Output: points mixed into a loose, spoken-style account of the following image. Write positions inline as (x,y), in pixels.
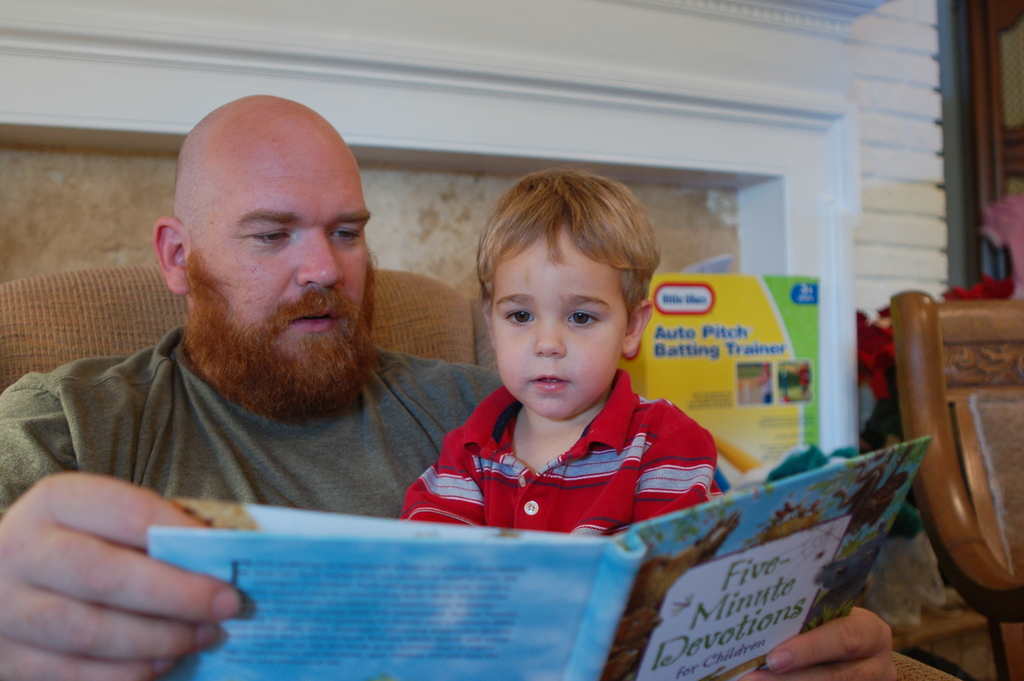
In this Image I can see a person (256,382) wearing t shirt (225,426) is sitting on a couch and holding a book (400,601) in his hand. I can see a baby (568,484) wearing red color dress (559,469) is sitting on the person (276,371). In the background (614,50) I can see the white colored wall (614,36), the cream colored wall (118,170), few red colored flowers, a brown colored chair (942,365) and few other objects (996,130).
